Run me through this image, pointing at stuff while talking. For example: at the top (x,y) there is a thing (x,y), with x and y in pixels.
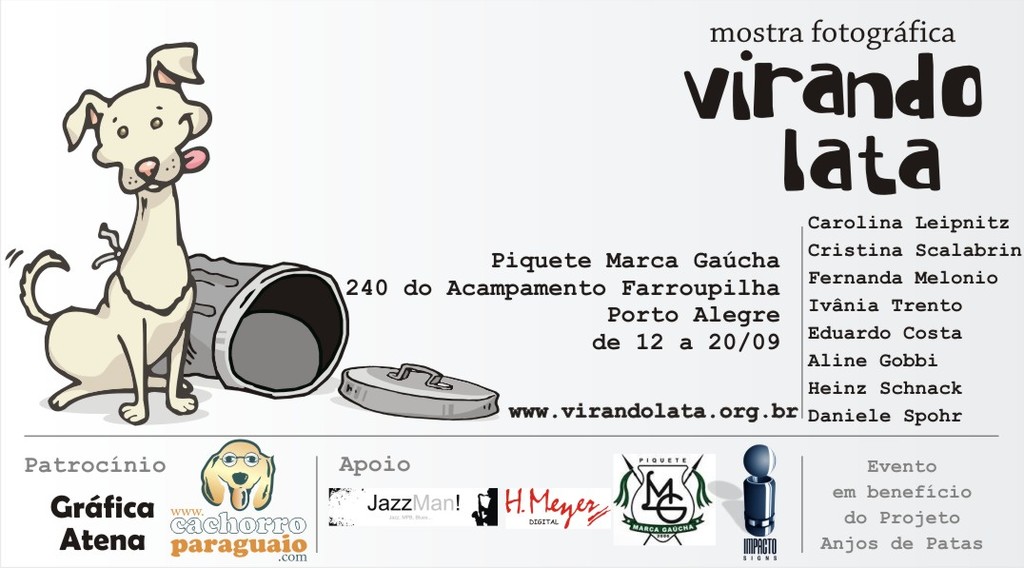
In this image we can see that it looks like a poster (347,270). In this image we can see pictures (205,374), text (613,317) and logo (672,540).
